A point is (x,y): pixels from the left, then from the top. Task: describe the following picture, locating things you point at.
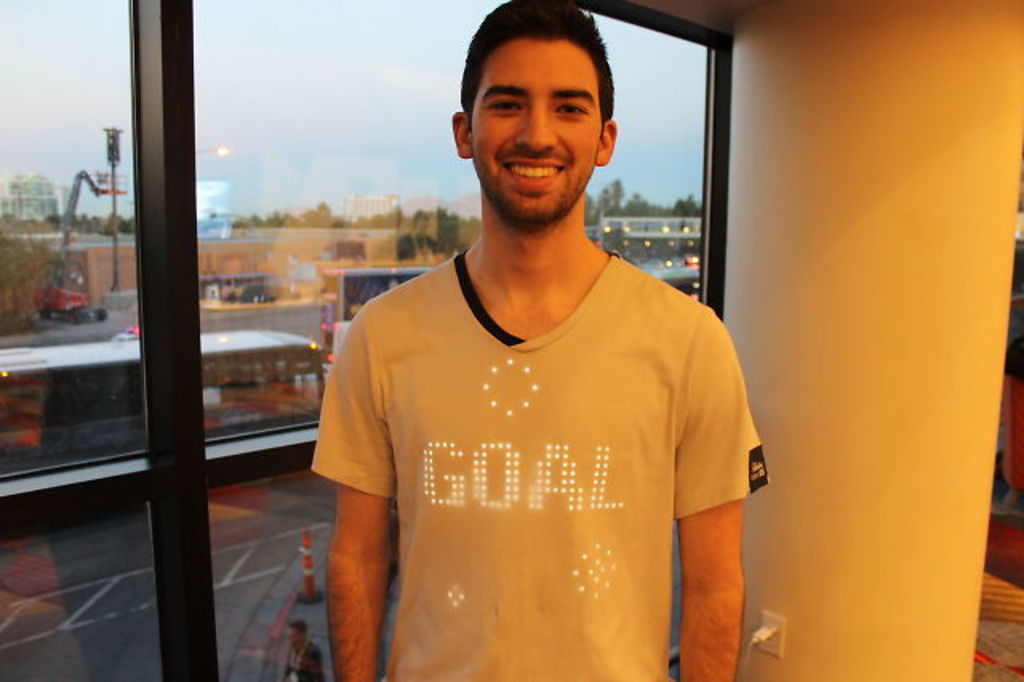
In the center of the image (553,407) we can see a man (551,269) standing and smiling. On the right (928,83) there is a pillar (867,215). In the background (672,184) there is a glass (223,503) and we can see reflection (237,406) of vehicles (249,365), buildings (388,256), trees (270,219) and sky (315,100) through the glass (140,442).
